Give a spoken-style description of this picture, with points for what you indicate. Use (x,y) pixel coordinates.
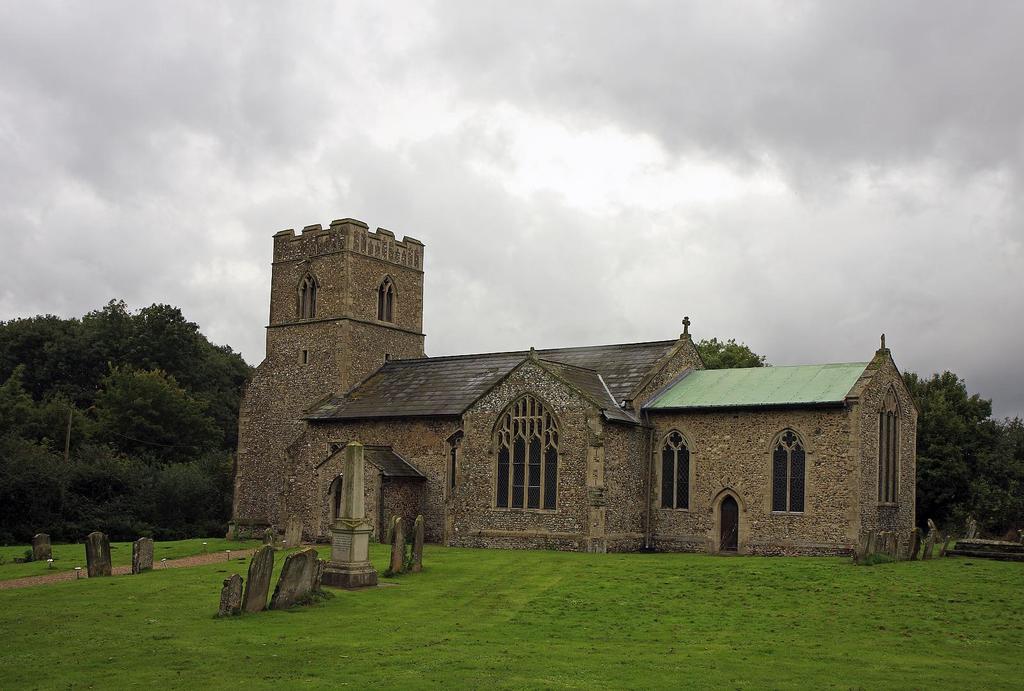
Here there is a grass (556,592) on the ground (428,682). In the background (512,437) there is a building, trees (120,526), stones (144,550) and clouds (459,120) in the sky (459,120).
